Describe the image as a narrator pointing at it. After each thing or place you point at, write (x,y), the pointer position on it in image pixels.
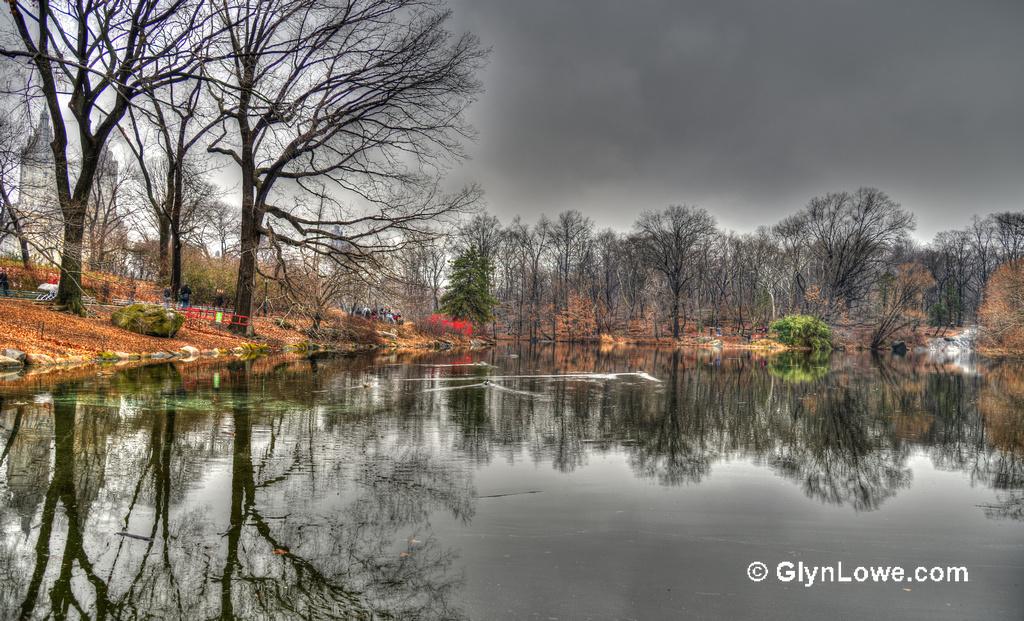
In this picture we can see water (520,503), few trees (291,270), buildings (49,130) and clouds (749,208), in the bottom right hand corner (894,572) we can see some text (874,575).
